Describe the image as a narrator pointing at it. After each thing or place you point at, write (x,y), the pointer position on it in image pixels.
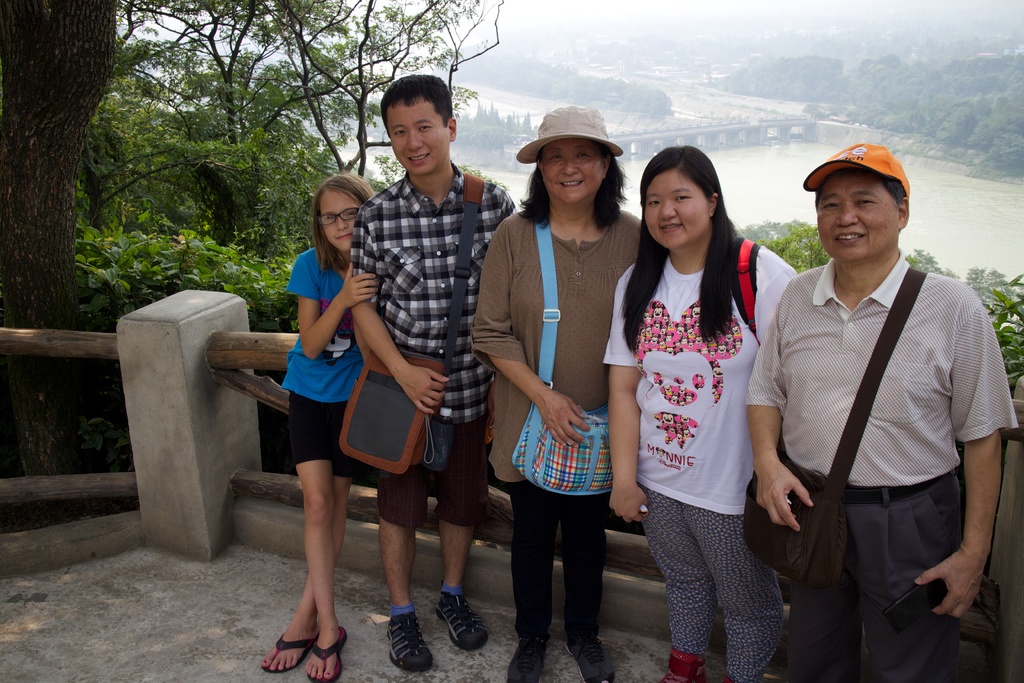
In this image we can see the five persons (714,385) standing on the floor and they are smiling. Here we can see four people (479,259) carrying the bags (596,448). Here we can see the wooden fence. Here we can see the trunk (78,125) of a tree (51,61) on the left side (88,51). In the background (142,227), we can see the water (751,150) and trees (804,73).
